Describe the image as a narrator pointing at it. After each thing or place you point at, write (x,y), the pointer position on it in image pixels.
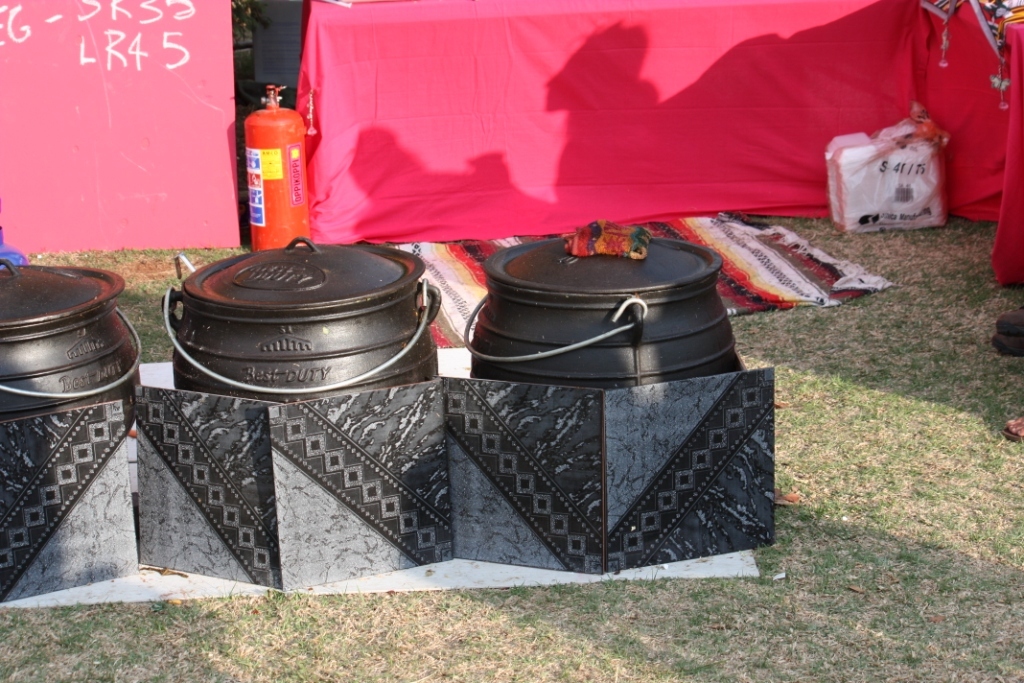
In this image I can see few black color cans (270,352), emergency cylinder (265,150), floor mat (831,261) and some objects (887,202) on the ground (916,375). Back I can see red color cloth (668,99).
